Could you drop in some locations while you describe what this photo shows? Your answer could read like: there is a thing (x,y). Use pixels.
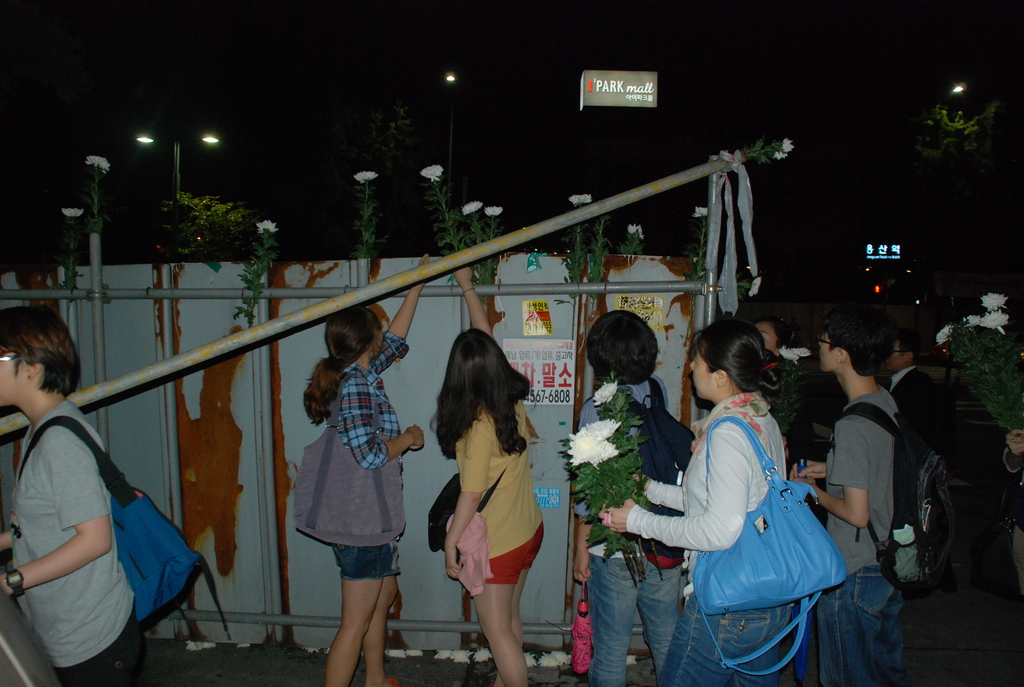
In this picture we can see a group of people (508,510) standing on the road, bags (159,521), flowers (630,246), rods (614,284), poster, umbrella (586,635), name board (600,101), lights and in the background (314,71) it is dark.
